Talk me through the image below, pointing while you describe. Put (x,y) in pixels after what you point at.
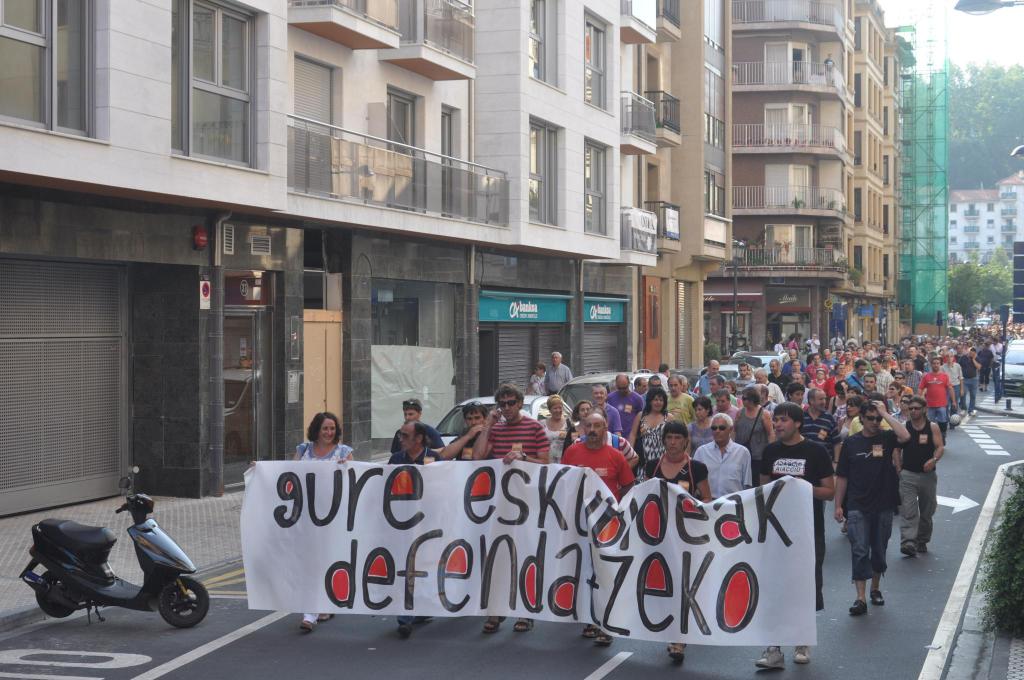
Bottom right side of the image (884,544) few people (335,415) are walking and holding a banner (424,482). Behind them there are some vehicles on the road (992,431). Bottom left side of the image (43,526) there is a motorcycle (192,599) on the road (171,636). Top left side of the image (63,63) there are some buildings (38,12). Top right side of the image (970,194) there are some poles (979,8) and trees (1020,104) and buildings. Bottom right side of the image (1017,599) there is a plant (1011,612).
